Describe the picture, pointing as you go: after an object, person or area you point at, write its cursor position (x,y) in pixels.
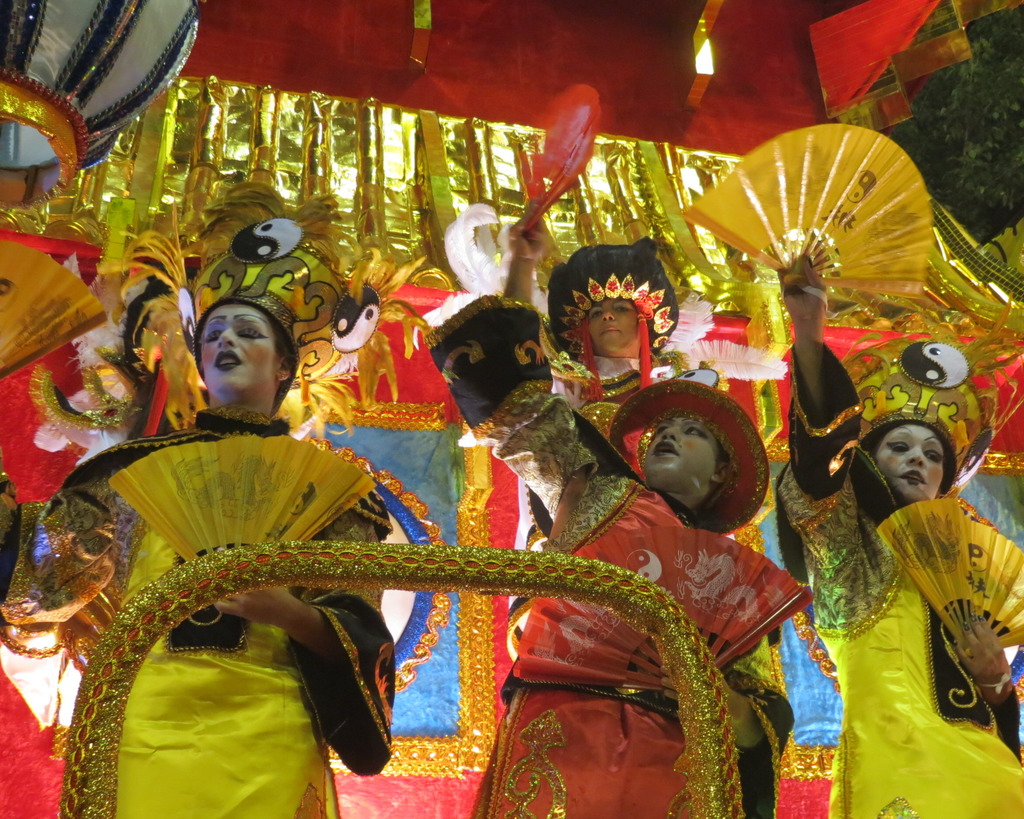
In the foreground of the picture (517,429) we can see people (561,429) wearing face paint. At the top (422,118) we can see some decorative items (507,76). In the background (405,475) it is wall (455,497). The wall (444,537) is decorated.
